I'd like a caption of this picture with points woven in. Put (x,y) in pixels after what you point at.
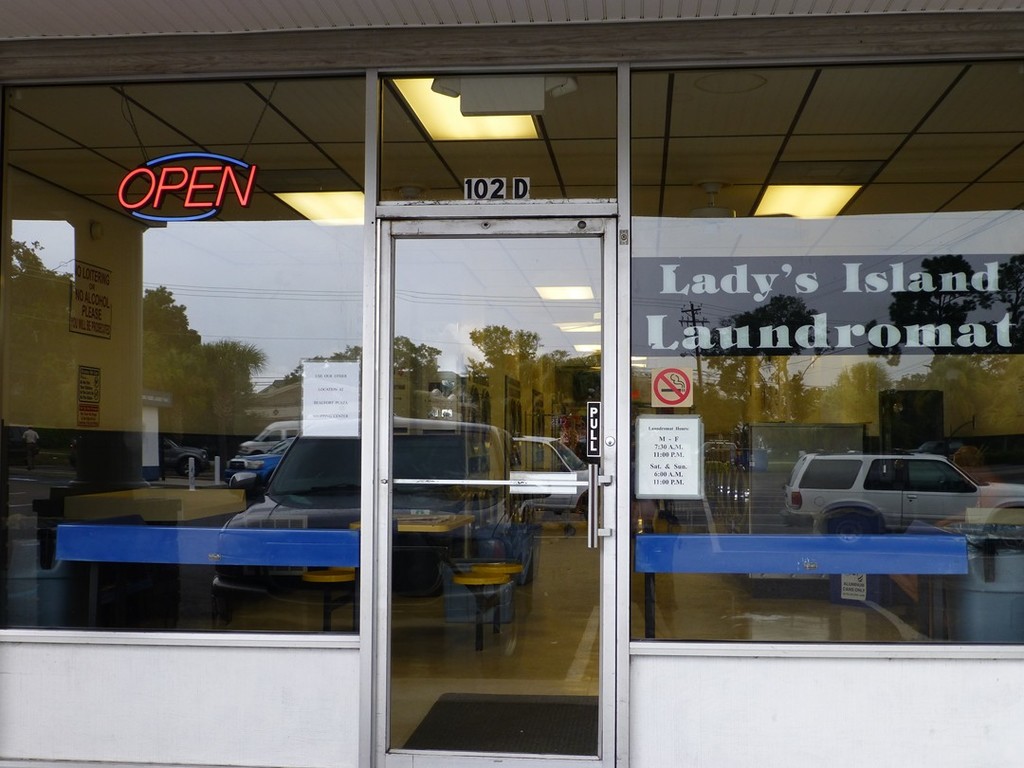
In this image I can see a building (358,504), door (504,481), fleets of vehicles (309,498) and a board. In the background (272,377) I can see trees (232,388), buildings (272,390), light poles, wires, tables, chairs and the sky (417,268). This image is taken may be during a day.
